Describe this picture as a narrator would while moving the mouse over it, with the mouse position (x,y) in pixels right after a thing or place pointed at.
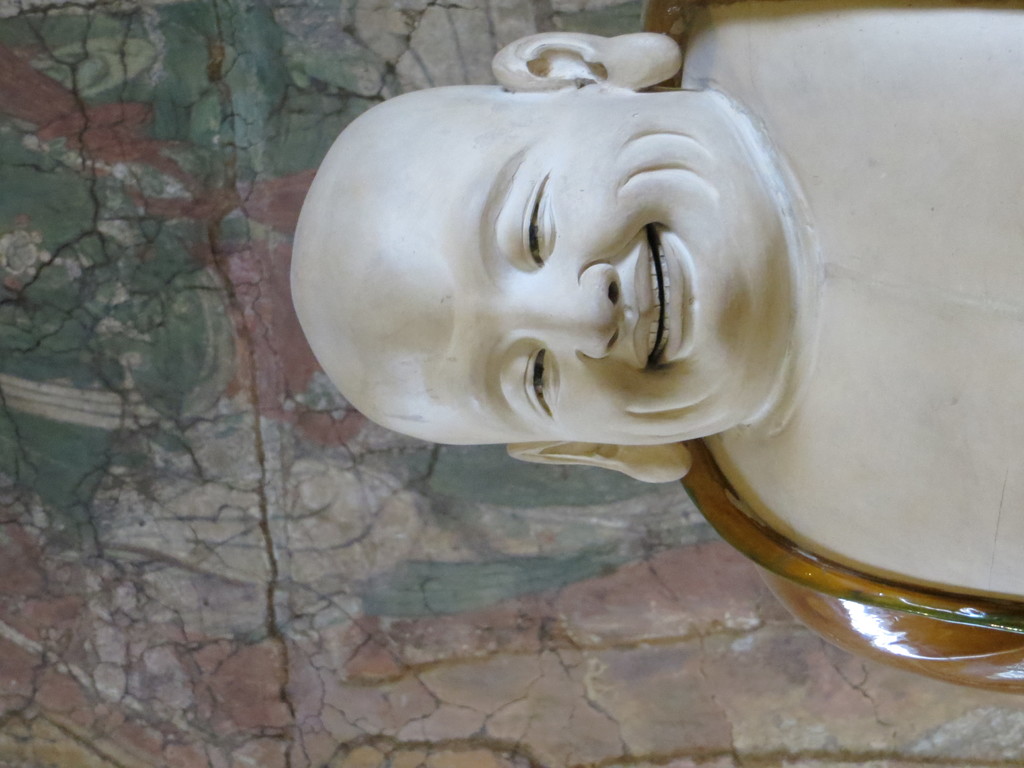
On the right side of the image (844,334), we can see a laughing buddha (683,331). Here there is a wall (328,97).
